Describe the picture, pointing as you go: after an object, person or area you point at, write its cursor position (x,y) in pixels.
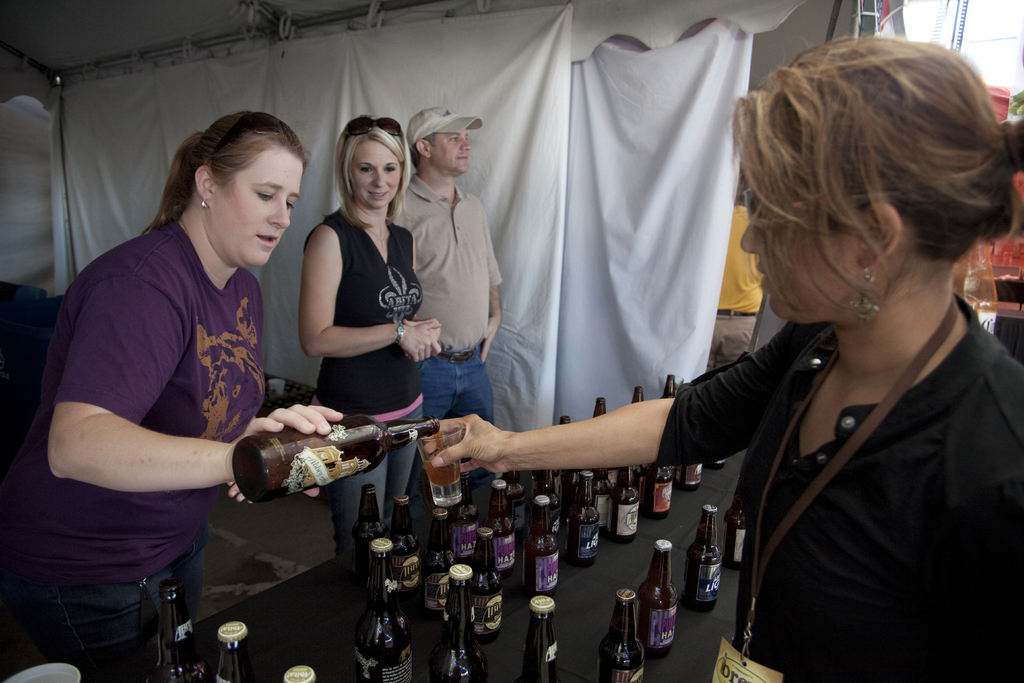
In this image, we can see a few people (975,649) standing. We can see a table (578,596) with some bottles (634,629). We can also see the cloth (634,192). We can see some poles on the top (16,51). We can see the ground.
